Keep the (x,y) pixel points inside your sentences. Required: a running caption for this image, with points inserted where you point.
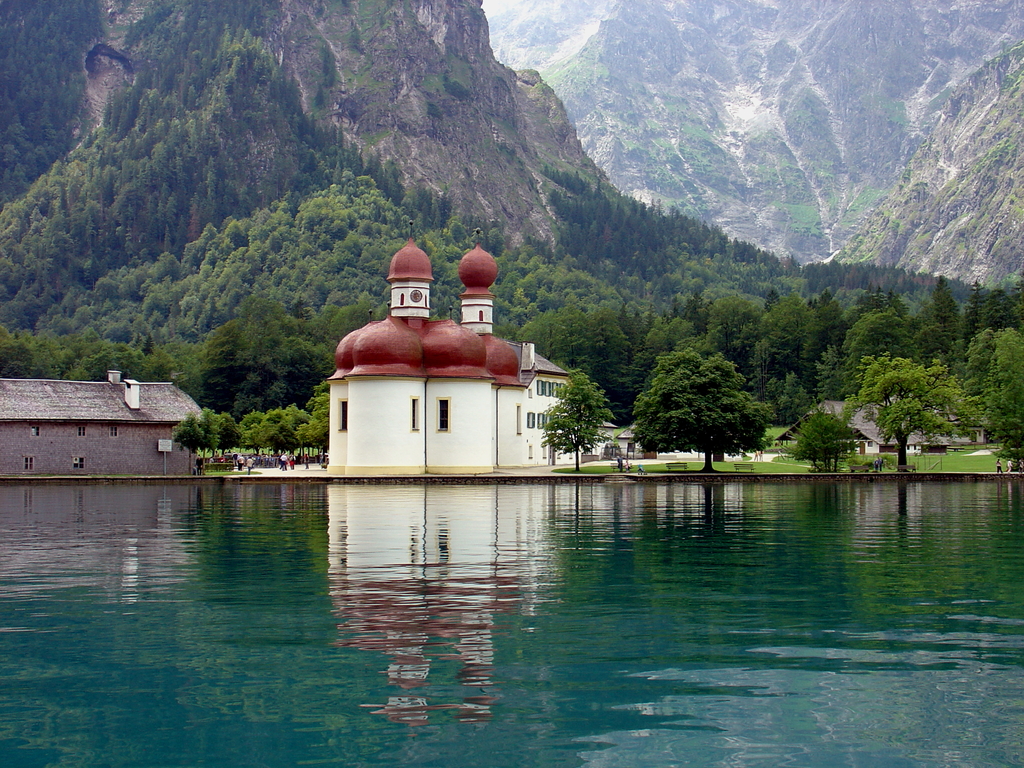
In this image we can see the water (235,702), houses (515,428), people (234,457) walking here, we can see benches (737,465), grass (942,455) and the hills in the background (637,231).
